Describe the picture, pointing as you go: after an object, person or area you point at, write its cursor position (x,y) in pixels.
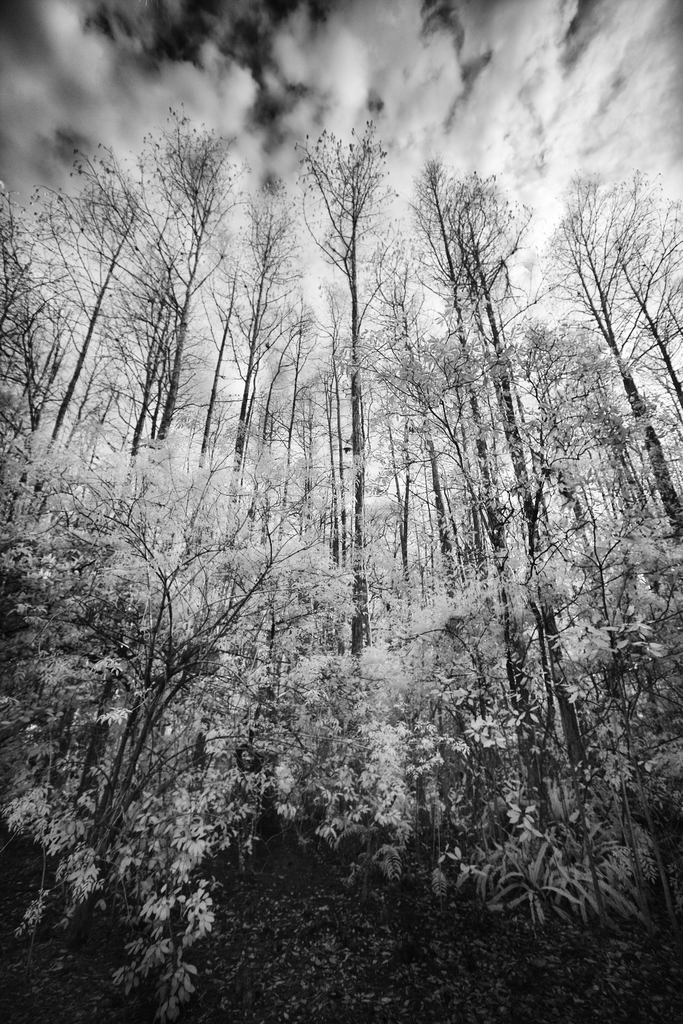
This picture might be taken in a forest (136,695), in this picture in the foreground (196,895) there are some trees (455,447). On the top of the image (209,75) there is sky (438,78).
